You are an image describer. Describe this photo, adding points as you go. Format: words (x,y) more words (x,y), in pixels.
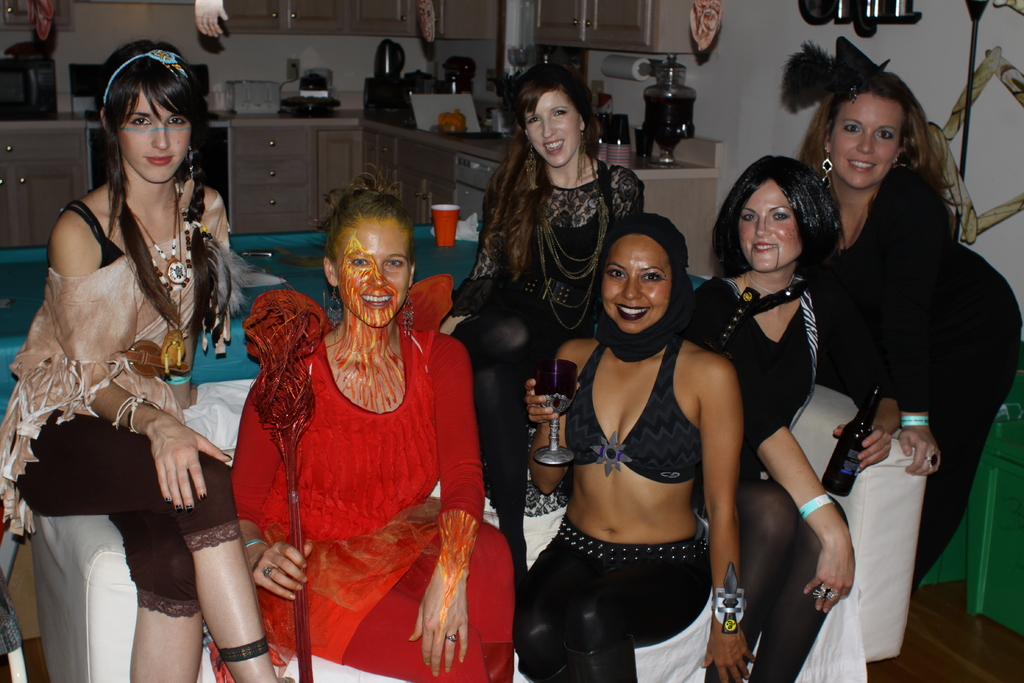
A group of girls (456,571) are sitting on the sofa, this girl (706,445) holding a wine glass (570,386) in her hand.
